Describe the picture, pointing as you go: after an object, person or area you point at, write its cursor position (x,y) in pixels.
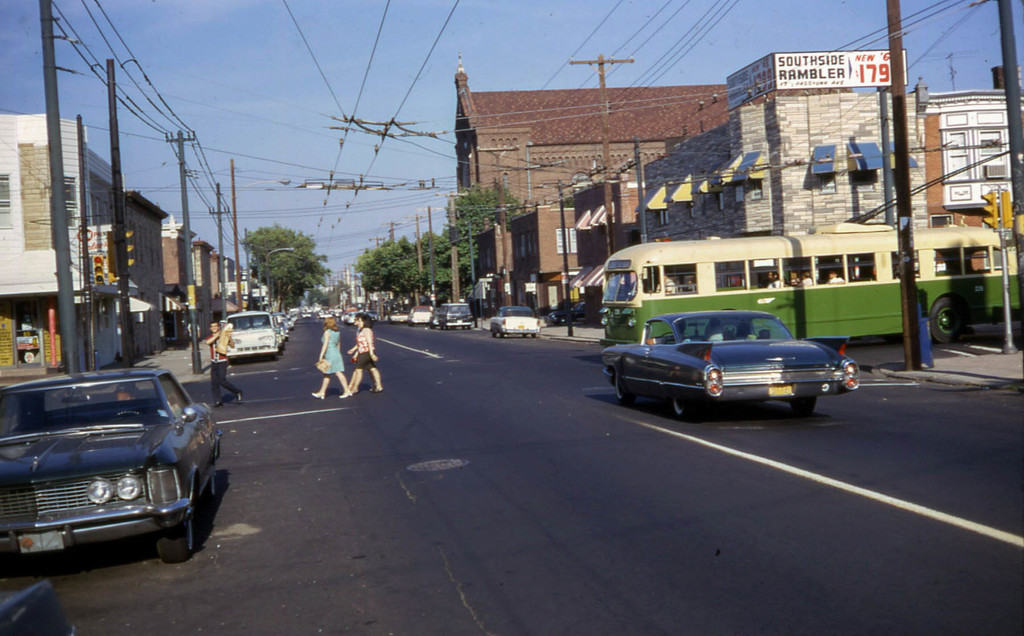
Here in this picture we can see people (341,369) walking on the road (318,469) and we can also see number of cars (117,423) present and on the right side (774,308) we can see a bus (752,304) present and beside the road (386,358) on either side we can see number of houses (163,306) present and we can also see electric poles (503,221) present and we can see plants (317,271) and trees (384,269) present and we can see the sky (332,166) is clear and we can also see traffic signal lights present on poles (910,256).
